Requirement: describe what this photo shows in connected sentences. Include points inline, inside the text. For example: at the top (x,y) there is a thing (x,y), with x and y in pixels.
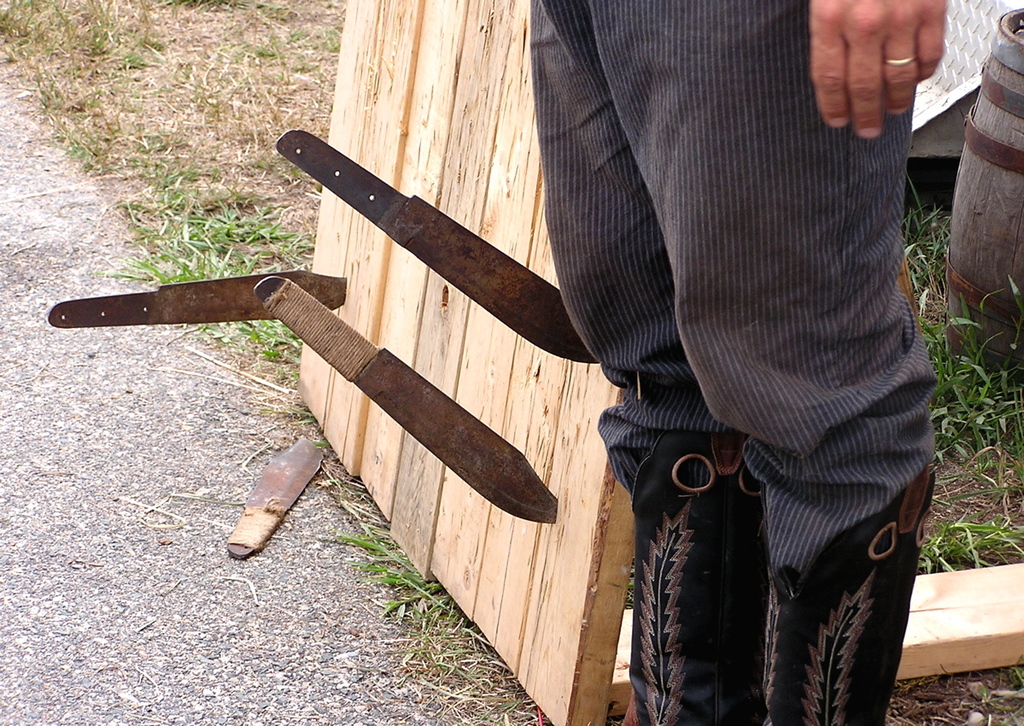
In this image, I can see a person (773,616) standing. These are the knives (415,387) on the wooden board (479,356). On the right corner of the image (978,205), there is a wooden barrel (990,258) and the grass (966,357).
